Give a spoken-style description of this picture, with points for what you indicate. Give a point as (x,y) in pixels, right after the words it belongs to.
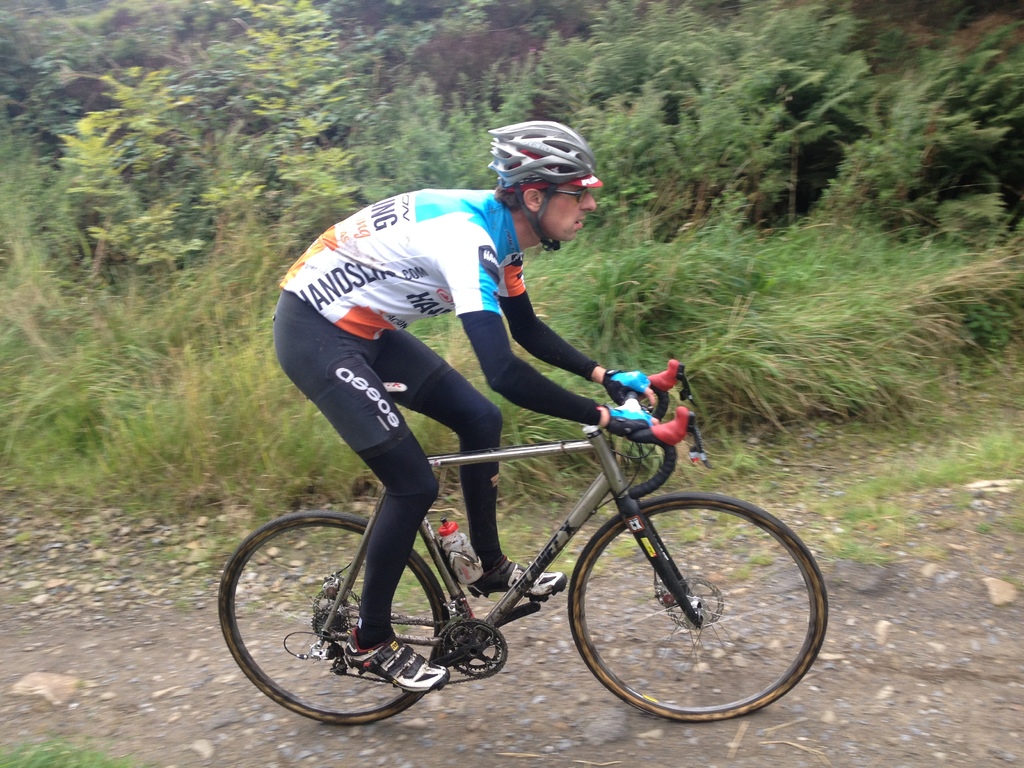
In the image there is a man (419,284) with a helmet (531,163) on his head (561,160) is riding a bicycle (228,636). On the ground (118,598) there are small stones (74,569). And behind him on the ground (464,340) there is grass (464,340) and in the background (210,221) there are trees (422,174).
